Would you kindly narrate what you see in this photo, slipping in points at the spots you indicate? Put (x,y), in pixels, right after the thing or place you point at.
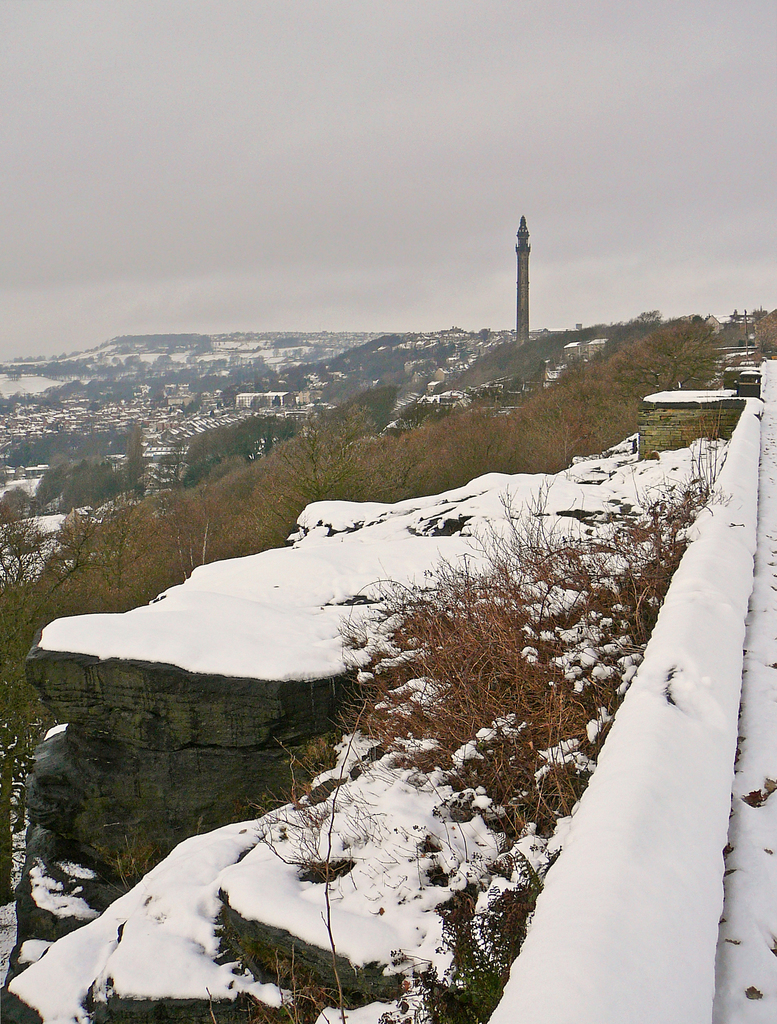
In the image, the total area is covered with lot of snow (477,558) and there is a road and it is filled with snow (775,766) and behind the road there are few trees (410,424) and in front of the trees (619,344) there is a city (20,410) and in between the city (505,340) there is a tall tower (526,302).
